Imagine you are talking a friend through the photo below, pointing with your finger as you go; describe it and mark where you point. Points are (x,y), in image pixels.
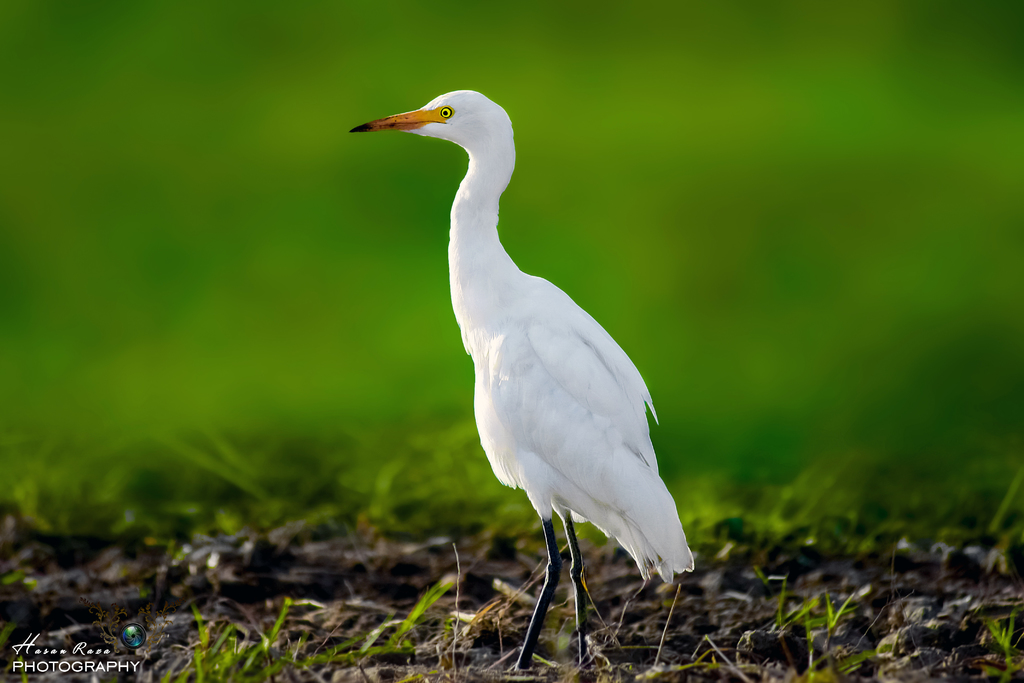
There is a white color crane (456,119) standing on the ground (636,658) on which, there is grass (197,665). And the background (683,62) is blurred.
